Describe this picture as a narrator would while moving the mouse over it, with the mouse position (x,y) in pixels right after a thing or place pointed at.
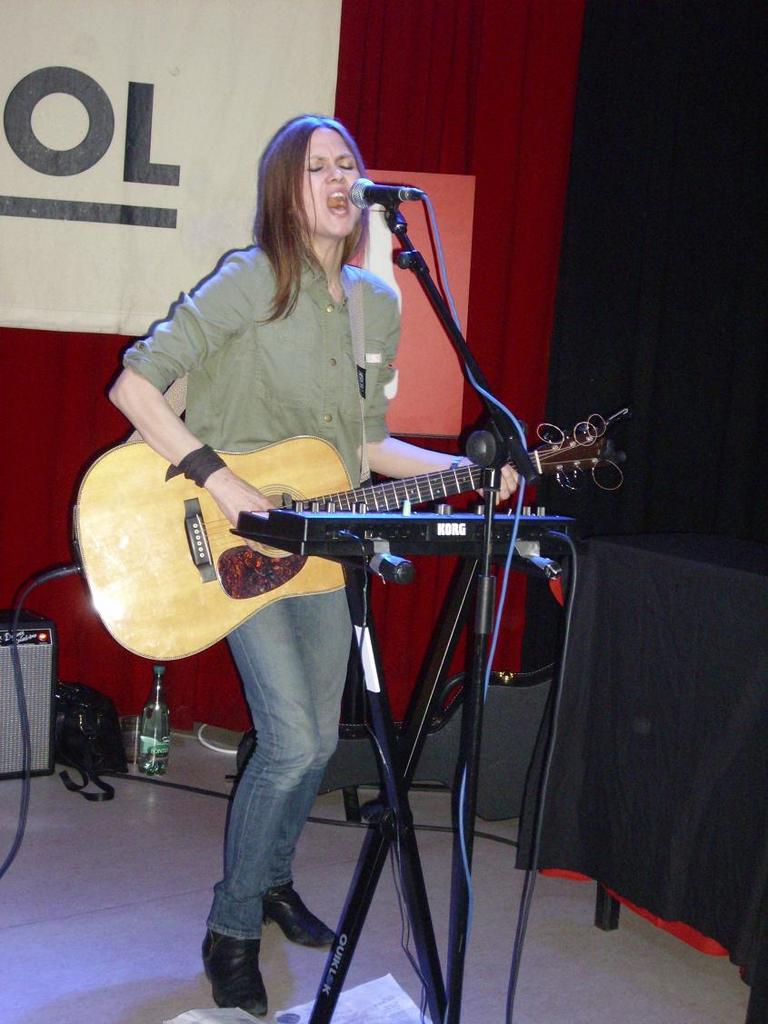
In this picture we can see woman (343,403) holding guitar (381,487) in her hands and playing it and singing on mic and in background (221,171) we can see wall (62,337), speakers (21,660), bag (117,725), bottle (150,770).
